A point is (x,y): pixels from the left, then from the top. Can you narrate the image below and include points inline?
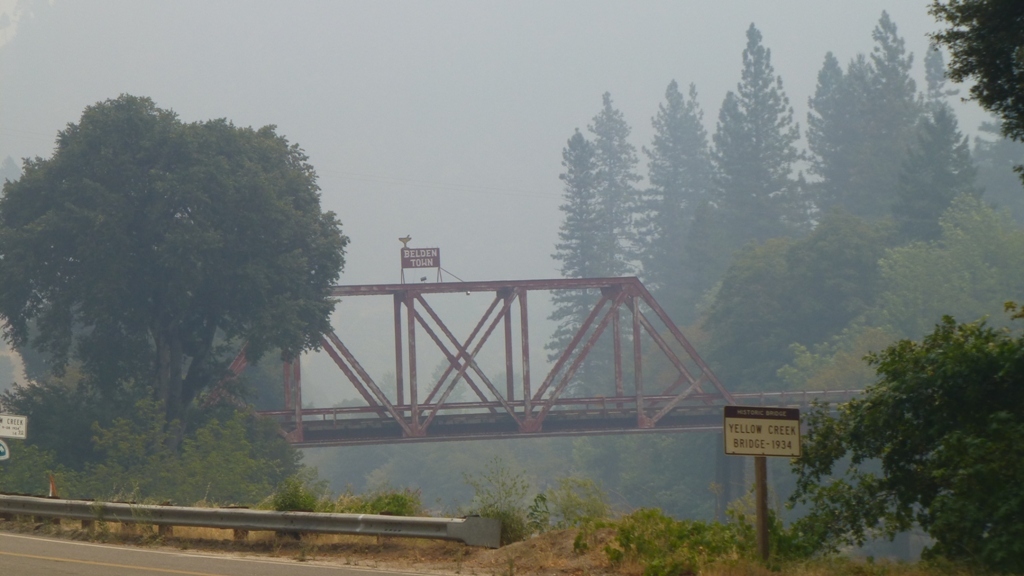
In this image there is a metal bridge (409,341) having a board (431,262) attached to it. Left bottom there is a road (89,563). Beside there is a fence (236,517). Bottom of the image (712,574) there are few plants (702,548) on the land (481,564). Right bottom there is a pole (762,458) having a board (764,433) attached to it. Right side (986,405) there are few trees (984,388). Top of the image (968,133) there is sky (379,73). Background there are few trees (256,354).
